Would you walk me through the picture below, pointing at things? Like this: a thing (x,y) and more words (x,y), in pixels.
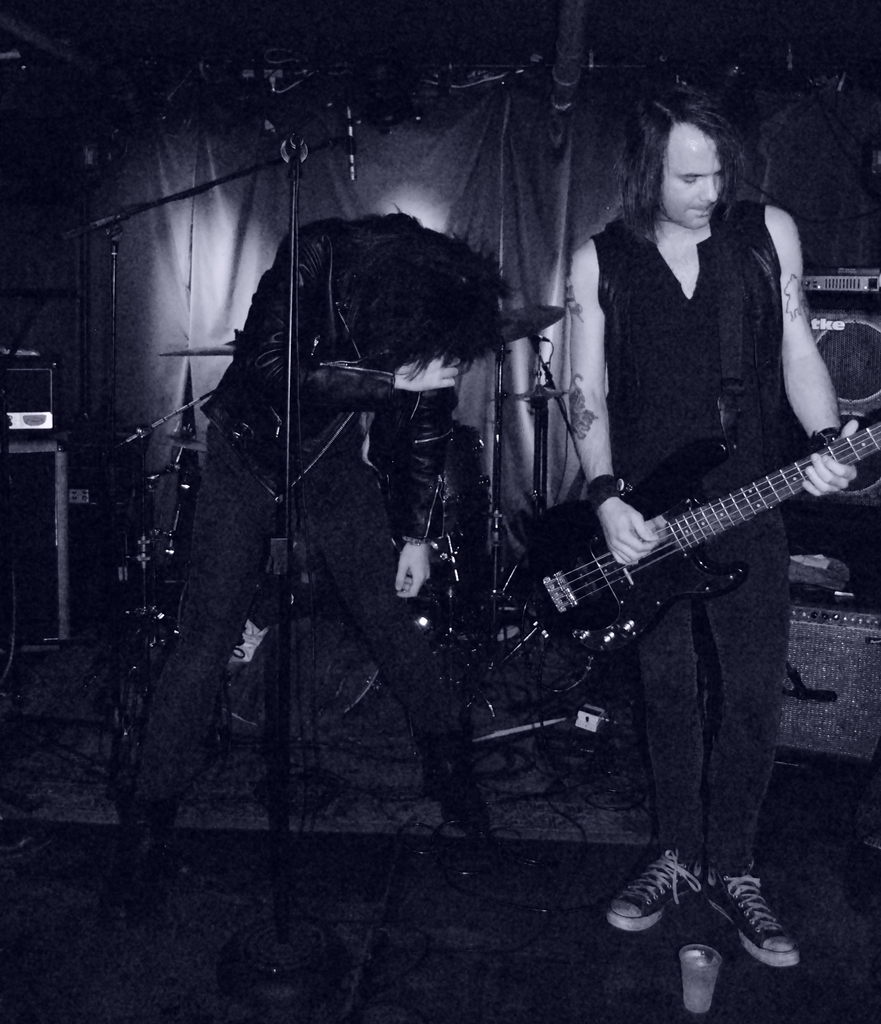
In this picture, there are two persons (720,308) standing. One is playing a guitar (665,531) in his hands (632,545) and the other is standing in front of a microphone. In the background (464,420) there are some speakers (847,330) and a curtain (237,195) here.
